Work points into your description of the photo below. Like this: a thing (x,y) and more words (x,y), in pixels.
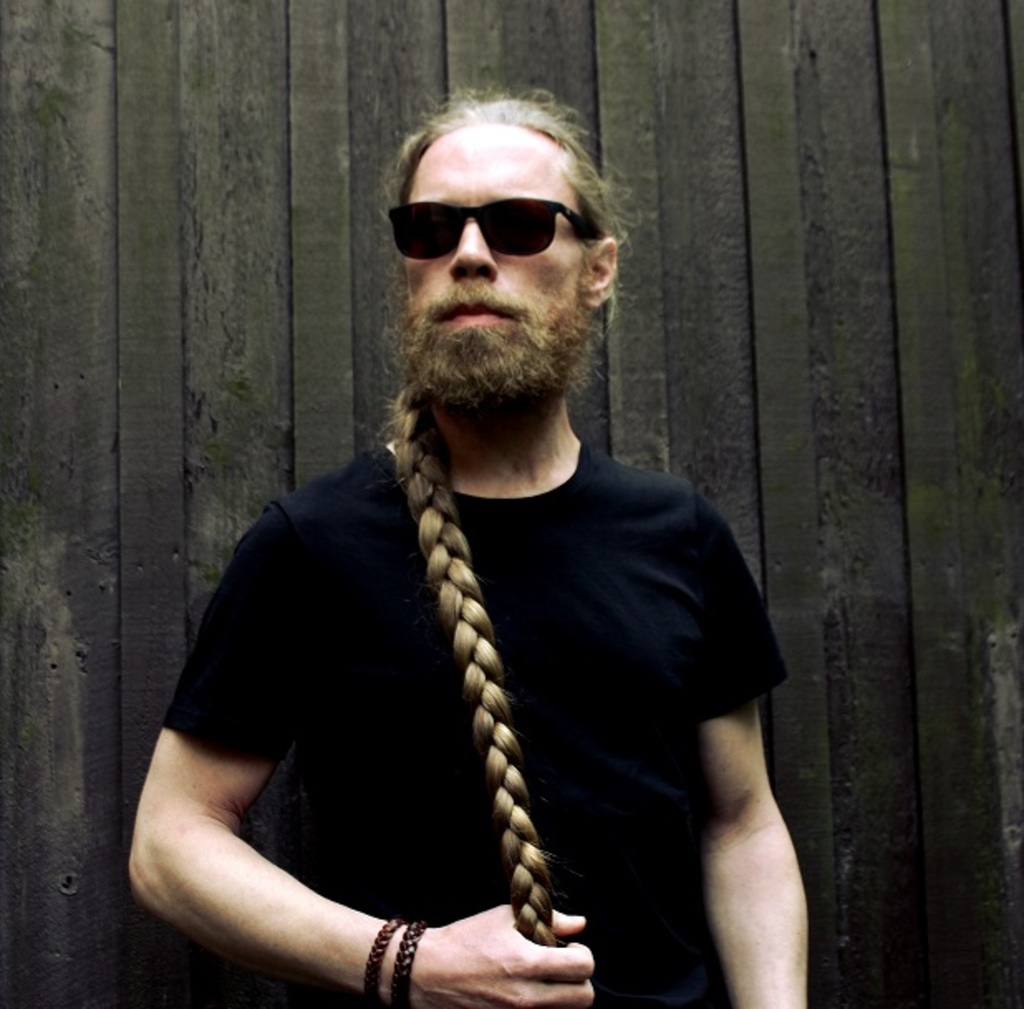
In this image in the center (451,400) there is one man (553,751) who is standing and he is wearing goggles (521,239), in the background (248,242) there is a wall (863,705).
